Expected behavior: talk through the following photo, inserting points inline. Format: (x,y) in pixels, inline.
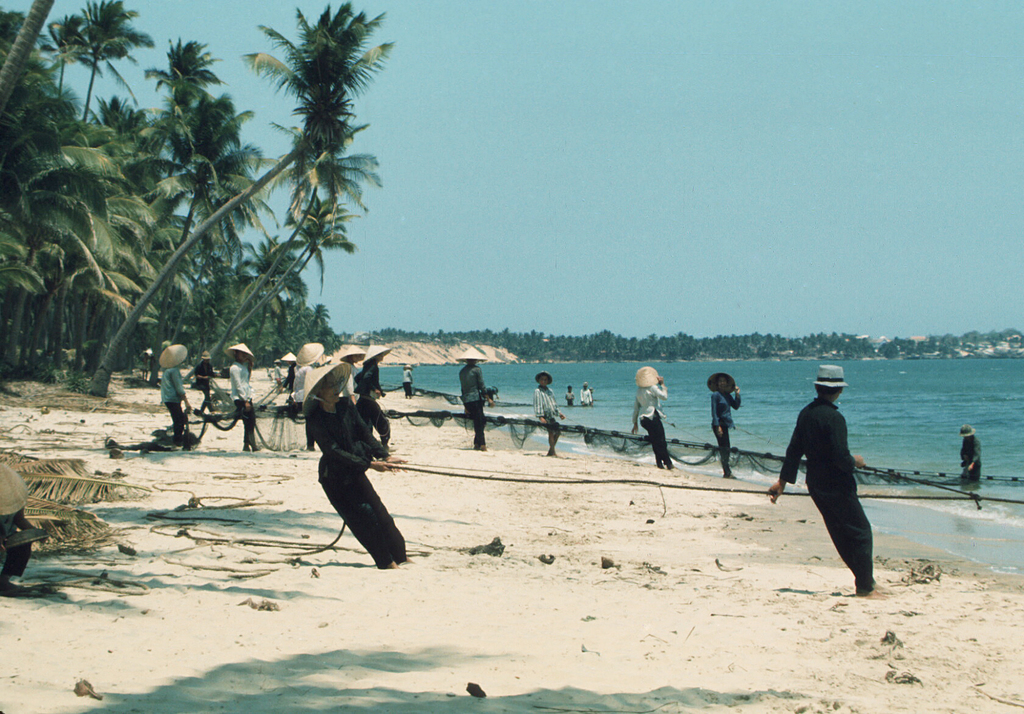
In the picture we can see a beach (253,673) with sand (739,635) and water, which is blue in color and on the sand surface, we can see some people (852,562) are standing wearing a hat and in the background (655,222) we can see a tree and sky (82,82).
